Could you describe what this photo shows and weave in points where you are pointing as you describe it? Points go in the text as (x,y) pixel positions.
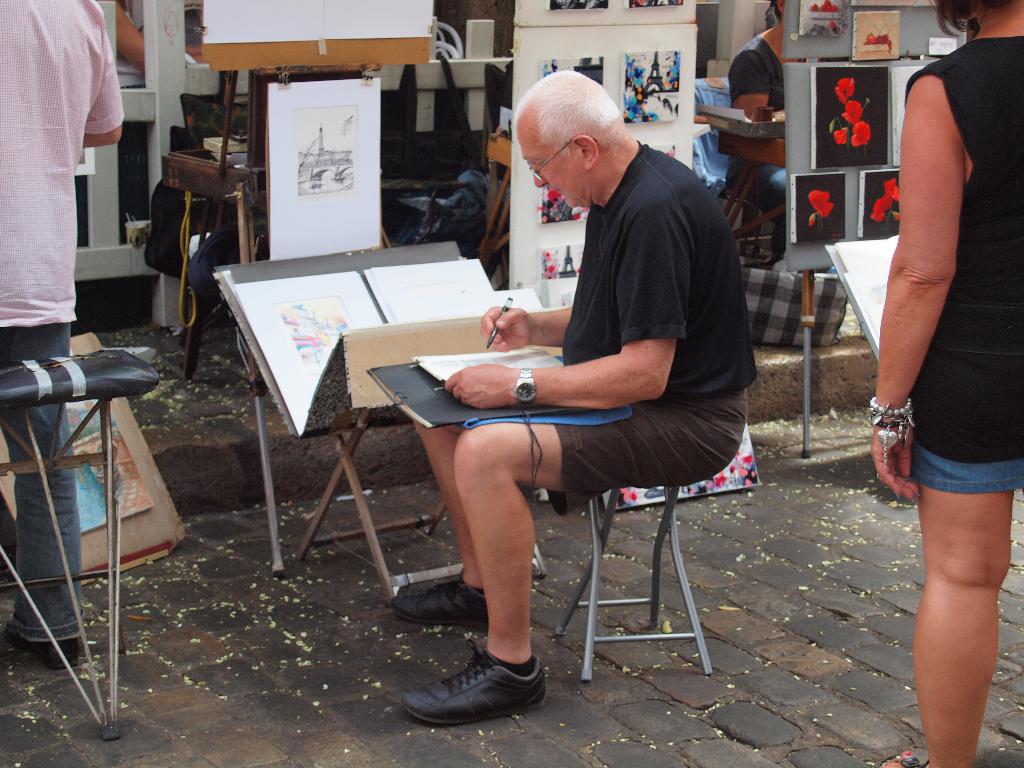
In this image I see a man (716,252) who is sitting on the stool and there is a paper (485,357) and he is holding a pen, I can also see few people (948,420) over here and there are lot of art (873,96) on the board (935,40).
